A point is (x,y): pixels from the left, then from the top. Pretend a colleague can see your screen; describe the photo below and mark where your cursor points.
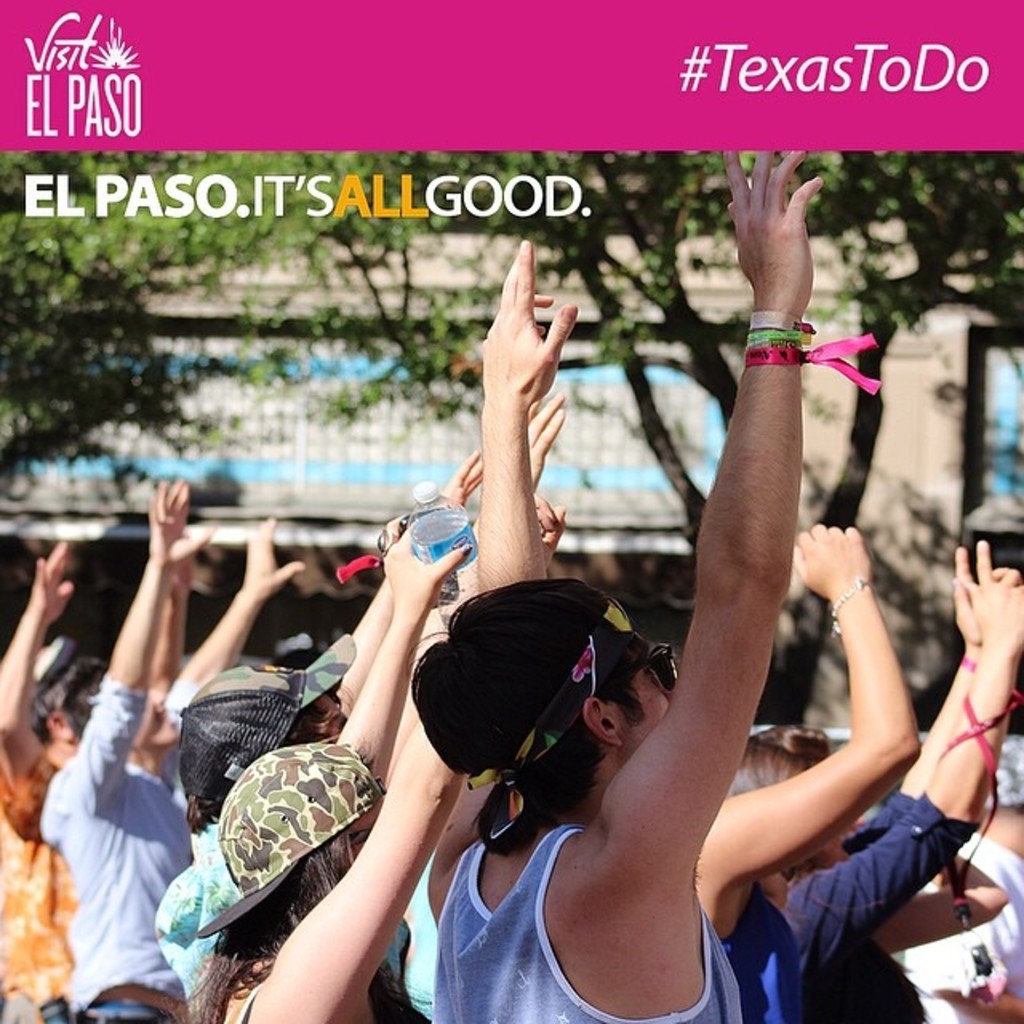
In the background (866,258) we can see the trees (866,258) and the wall (824,247). In this picture we can see people (683,1003) raising their hands (991,604). We can see a person (429,596) is holding a bottle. We can see few people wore caps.
